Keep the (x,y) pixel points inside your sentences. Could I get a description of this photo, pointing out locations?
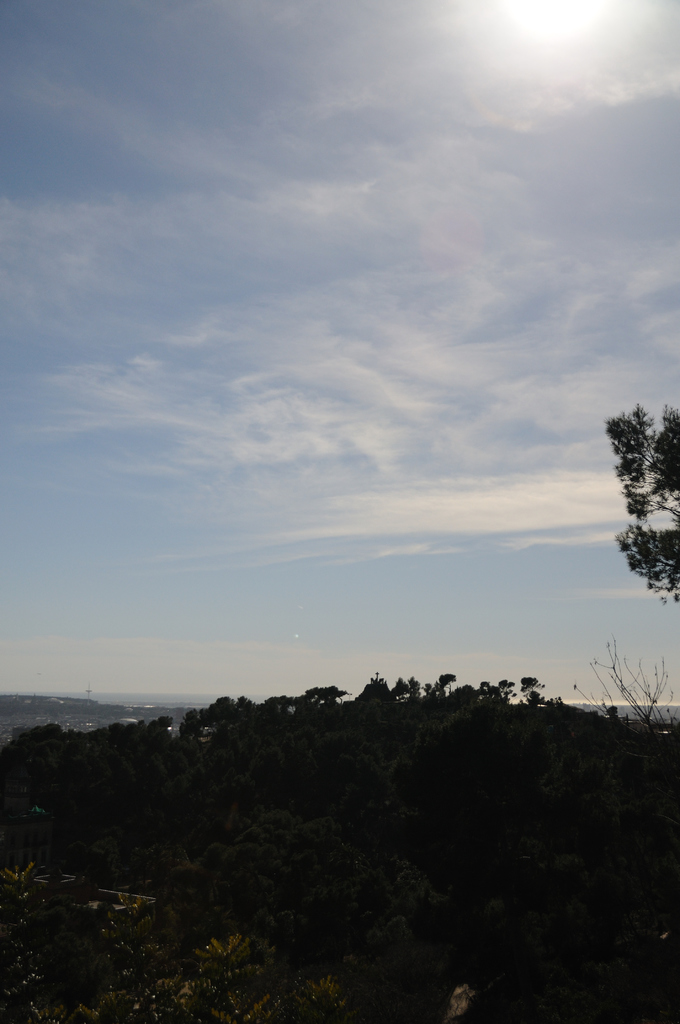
In this image we can see so many plants (357,821). The sky (383,605) is in blue color with some clouds (478,169) and sun (548,23) is there on the top of the image (548,19).
